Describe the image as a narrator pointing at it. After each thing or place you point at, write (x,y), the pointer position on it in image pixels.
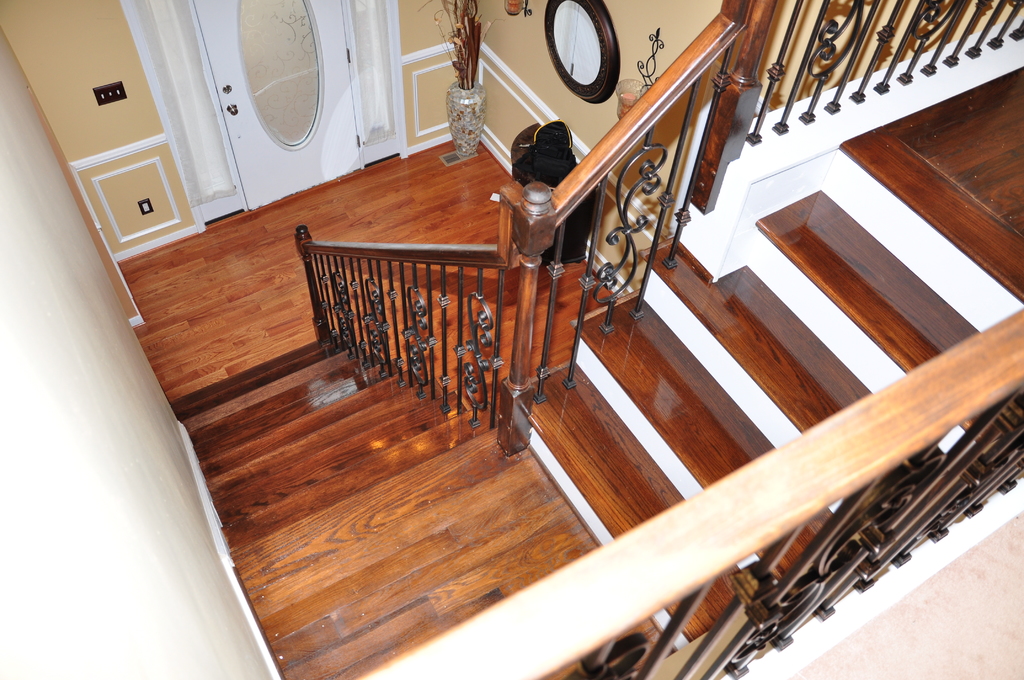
In this picture we can see steps (421,428), fence (813,434), door (335,144), floor (285,221), flower pot (451,105), lamps (652,84) and in the background (511,40) we can see the wall (511,40).
